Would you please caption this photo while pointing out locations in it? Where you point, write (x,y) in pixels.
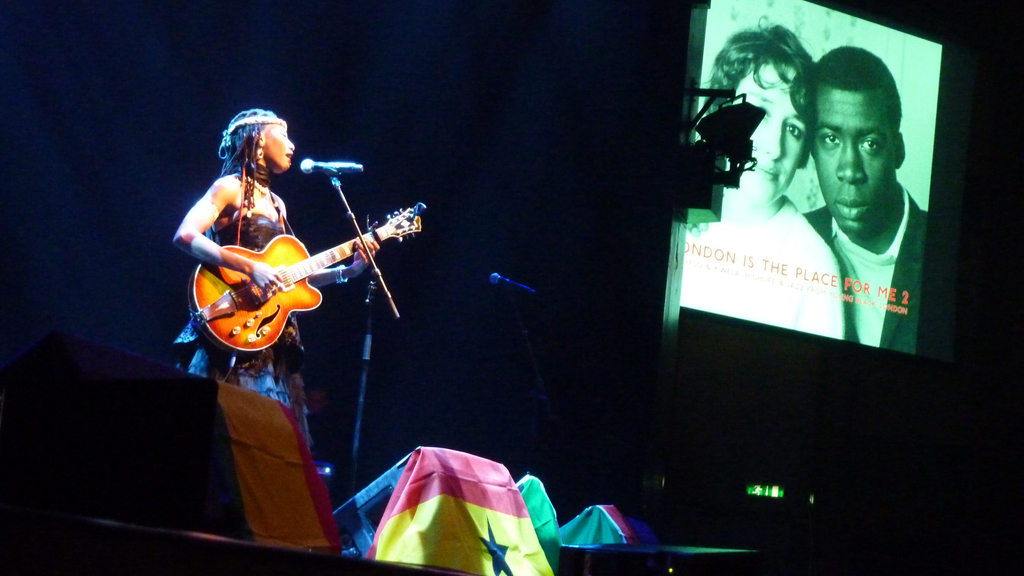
In this image a woman (339,267) standing and holding a guitar (279,320) is singing. Beside there is another mike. At the right side (778,11) there is a screen (722,259) with two persons (904,337). At the front side (244,452) there are few flags (274,443).
